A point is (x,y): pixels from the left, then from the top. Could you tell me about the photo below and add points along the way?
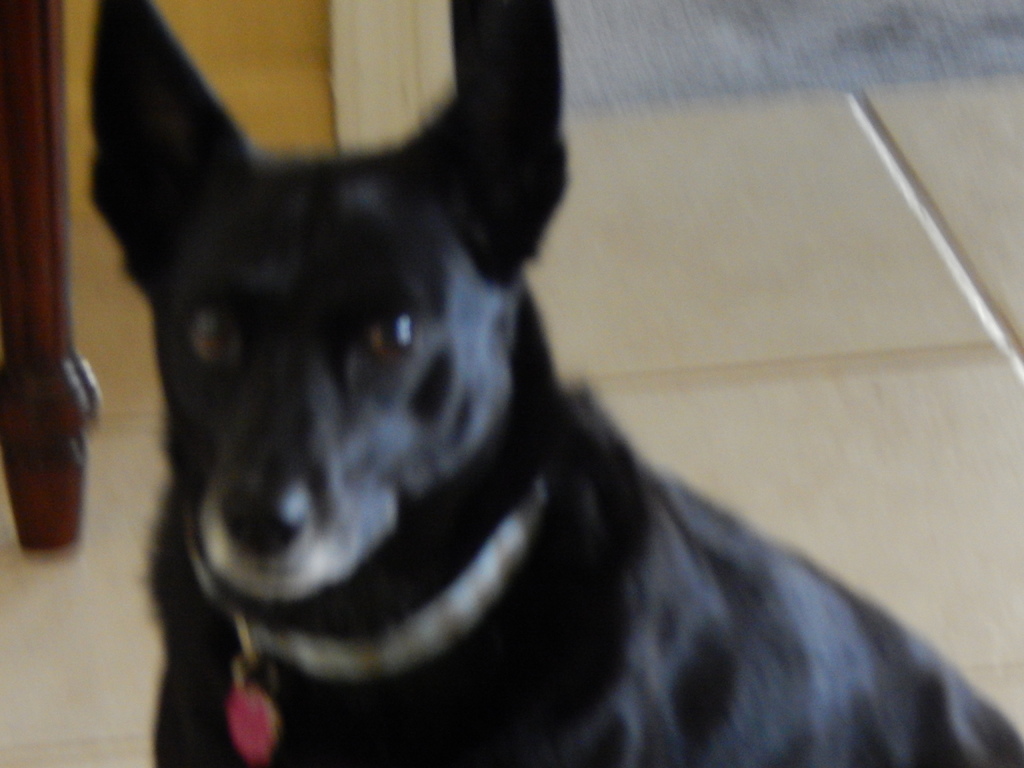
In this picture there is a black color dog (329,681) looking into the camera. Behind there is a flooring tile (690,230) and yellow color wall (229,74).
